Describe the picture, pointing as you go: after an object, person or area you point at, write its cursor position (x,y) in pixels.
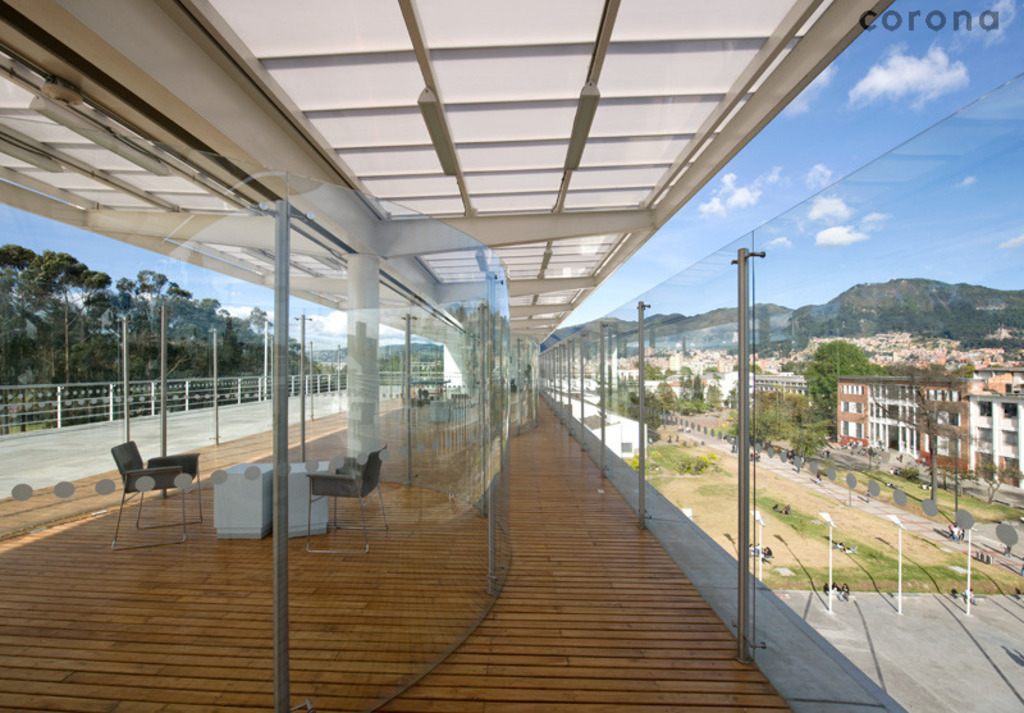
In this image we can see a glass fence (693,436), near that we can see chairs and tables (265,490), after that we can see a fence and trees (32,342), on the right (917,405) we can see houses (1008,445) and street lights (831,557), we can see the grass (881,561), near that we can see hills (957,308), at the top (913,140) we can see the sky (882,34) with clouds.
